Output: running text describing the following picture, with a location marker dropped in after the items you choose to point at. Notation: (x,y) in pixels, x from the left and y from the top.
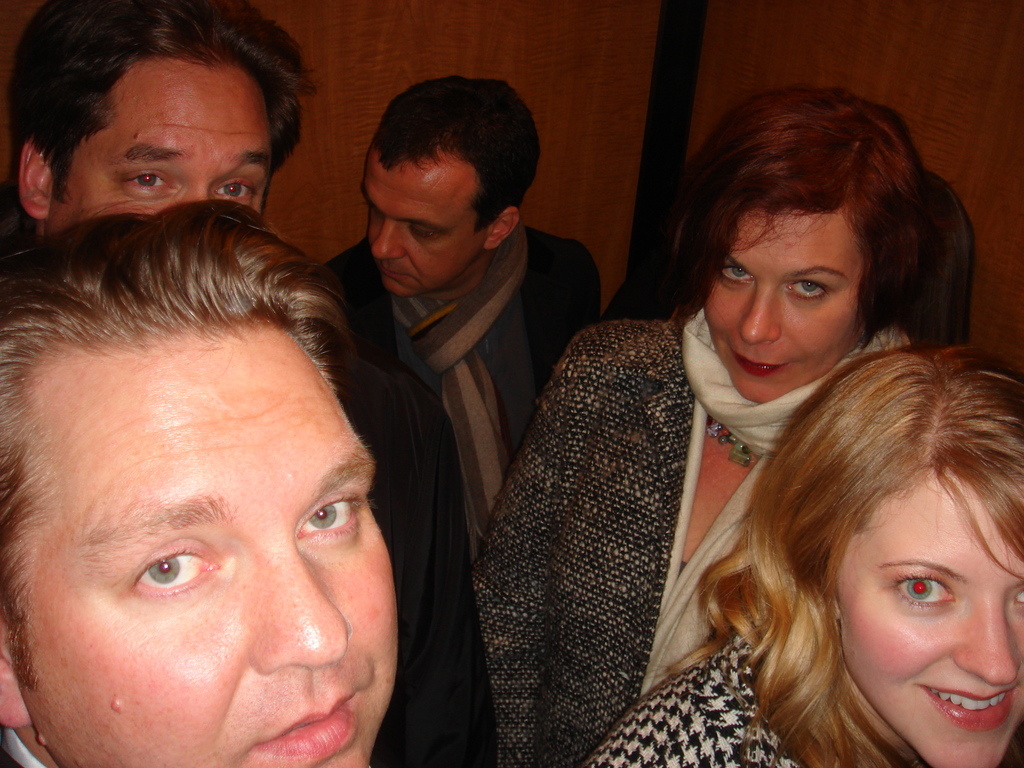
In this image there are a few people (477,583) standing. In the background (713,75) there is a wall (740,71).
